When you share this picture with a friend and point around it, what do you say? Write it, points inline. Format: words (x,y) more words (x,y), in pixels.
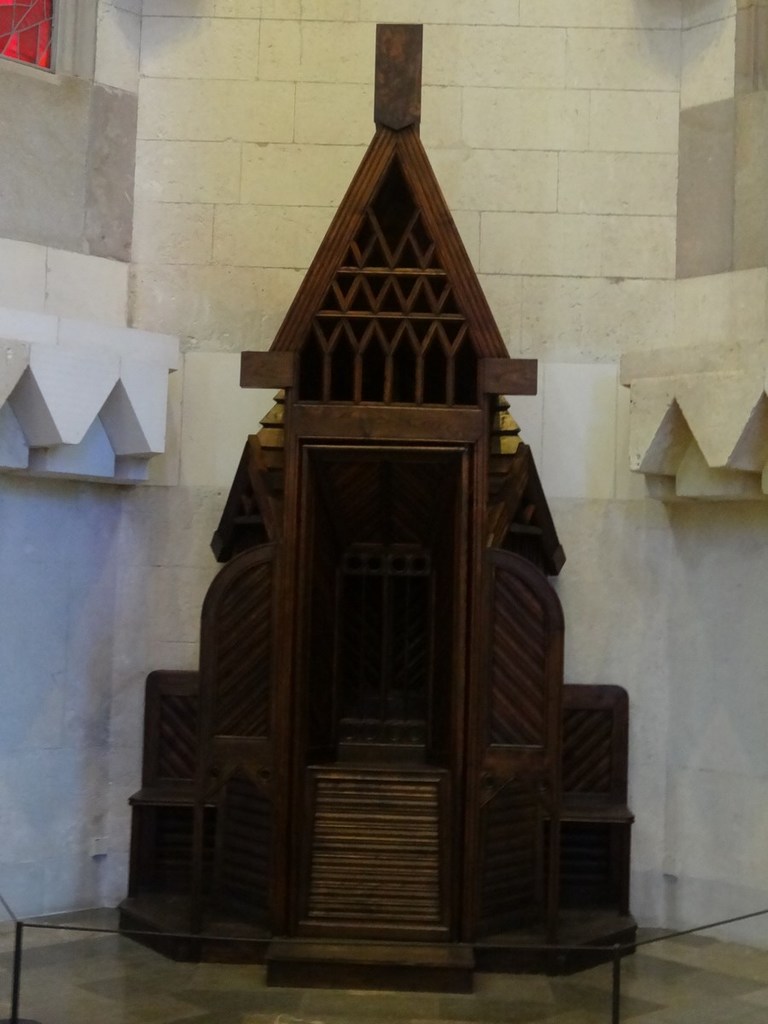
This image consists of a building (482,104). In which there is a wooden block (444,634). It is made in the shape of church (329,515). At the bottom (328,999), there is a floor (214,1011). On the left top (47,62), there is a window (24,50).
